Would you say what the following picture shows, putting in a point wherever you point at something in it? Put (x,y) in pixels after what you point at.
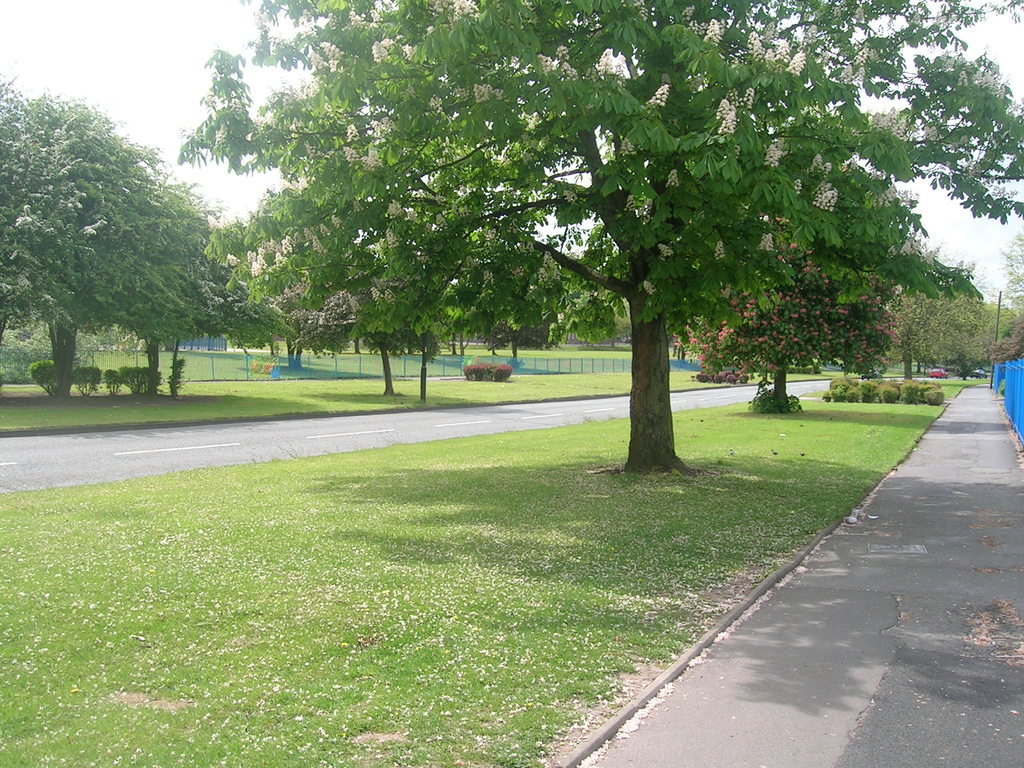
In this image we can see a group of trees (671,454) with flowers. We can also see a fence (239,371), a vehicle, the road (296,445), grass (492,457), plants (476,376), poles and the sky (196,105) which looks cloudy.
